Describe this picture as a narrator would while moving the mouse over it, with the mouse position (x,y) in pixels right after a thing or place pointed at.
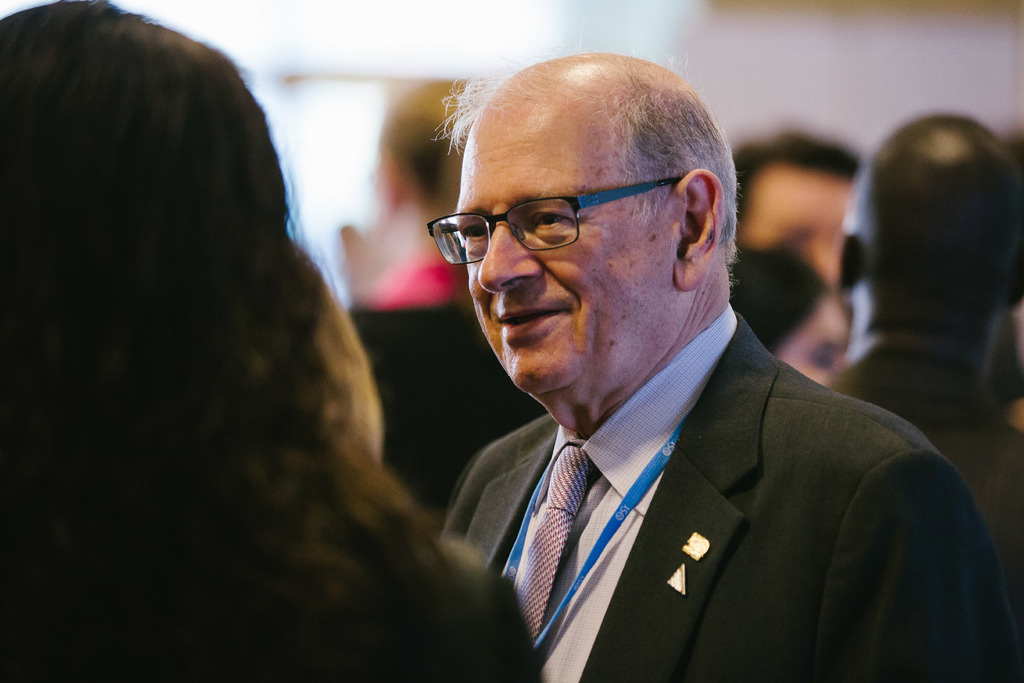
In the foreground of this image (150,478), on the left (142,450), there is a woman (164,517). In front of her, there is a man (610,481) wearing suit (736,487). In the background (850,119), there are persons (905,260) and remaining objects (545,35) are blurred.
